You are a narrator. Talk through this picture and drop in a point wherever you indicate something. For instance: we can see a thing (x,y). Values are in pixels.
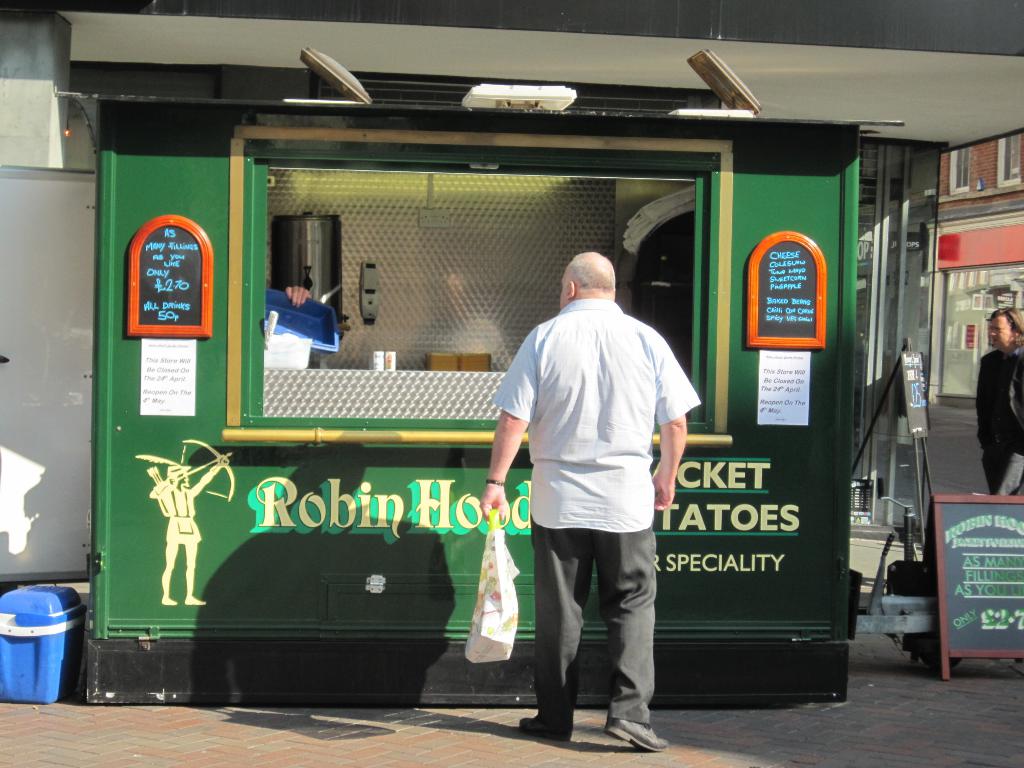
In this picture I can see two persons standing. I can see boards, papers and some other objects (284,315), and in the background (686,585) there is a shop (270,175) and a building (969,40).
